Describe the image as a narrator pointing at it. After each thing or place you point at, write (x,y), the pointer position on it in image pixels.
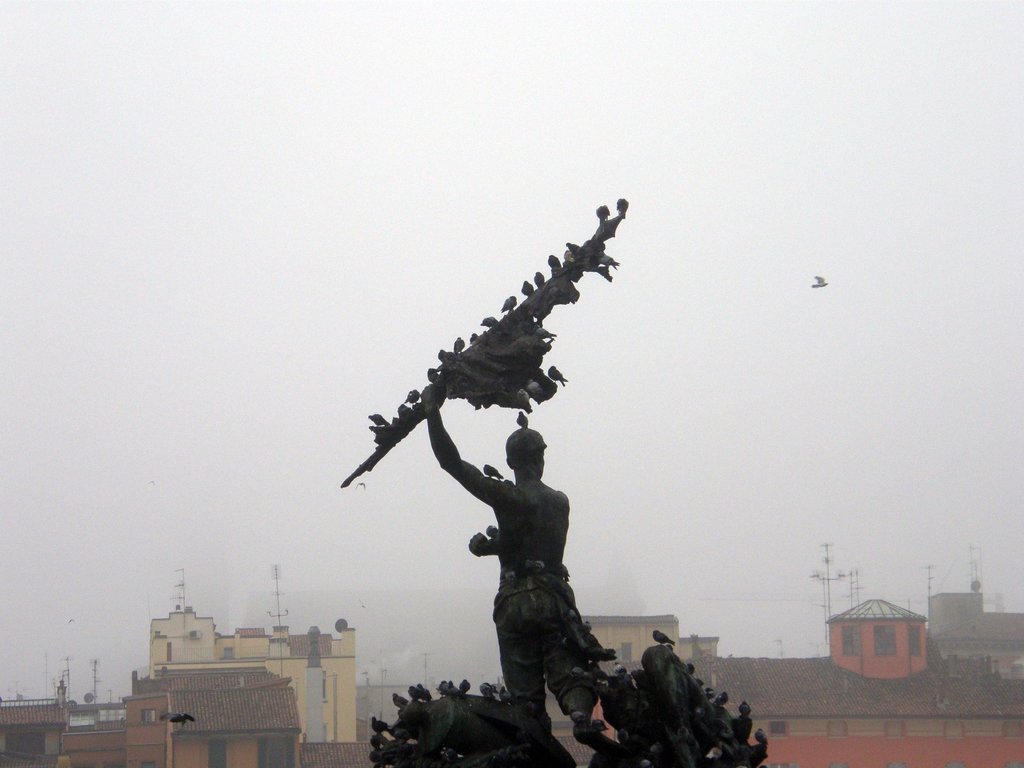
In this image there is a statue (521,596) in the middle (539,504). On the statue (525,683) there are so many birds (531,289). In the background (228,665) there are buildings (874,696). At the top (377,115) there is the sky (368,127).
